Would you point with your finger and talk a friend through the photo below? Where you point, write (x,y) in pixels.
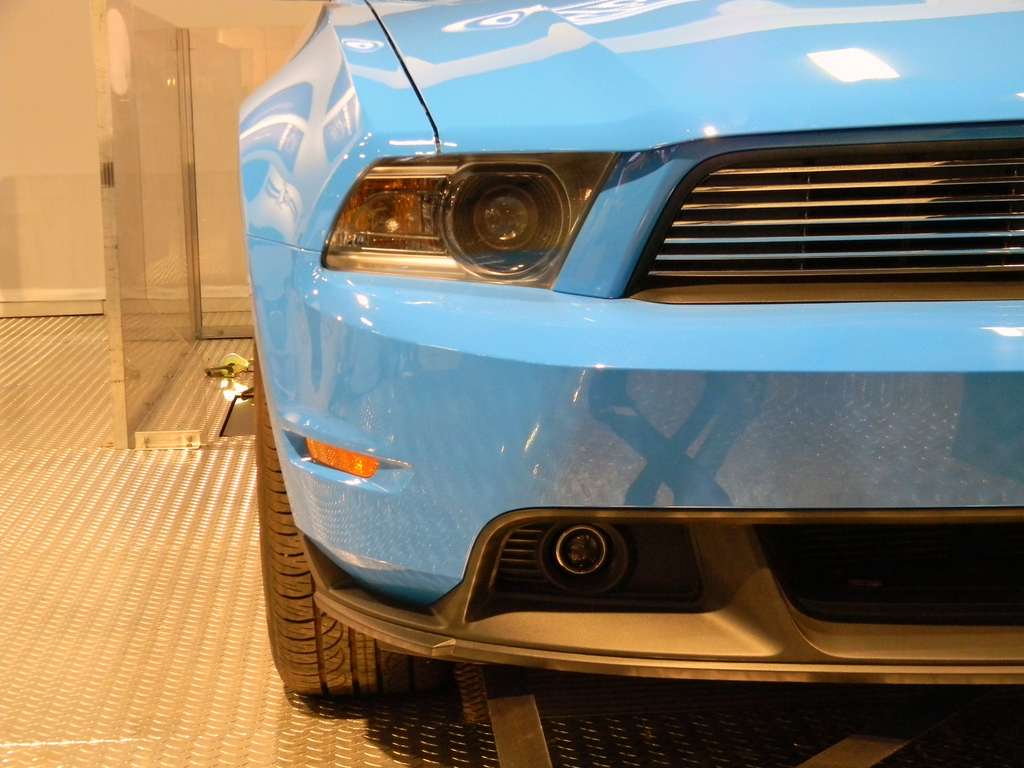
In this image I can see a car (445,378) which is blue and black in color is in the floor (263,722). I can see the glass surface (147,196), the cream colored wall (85,151) and an object (249,390) on the floor (201,346) beside the car (267,342).
